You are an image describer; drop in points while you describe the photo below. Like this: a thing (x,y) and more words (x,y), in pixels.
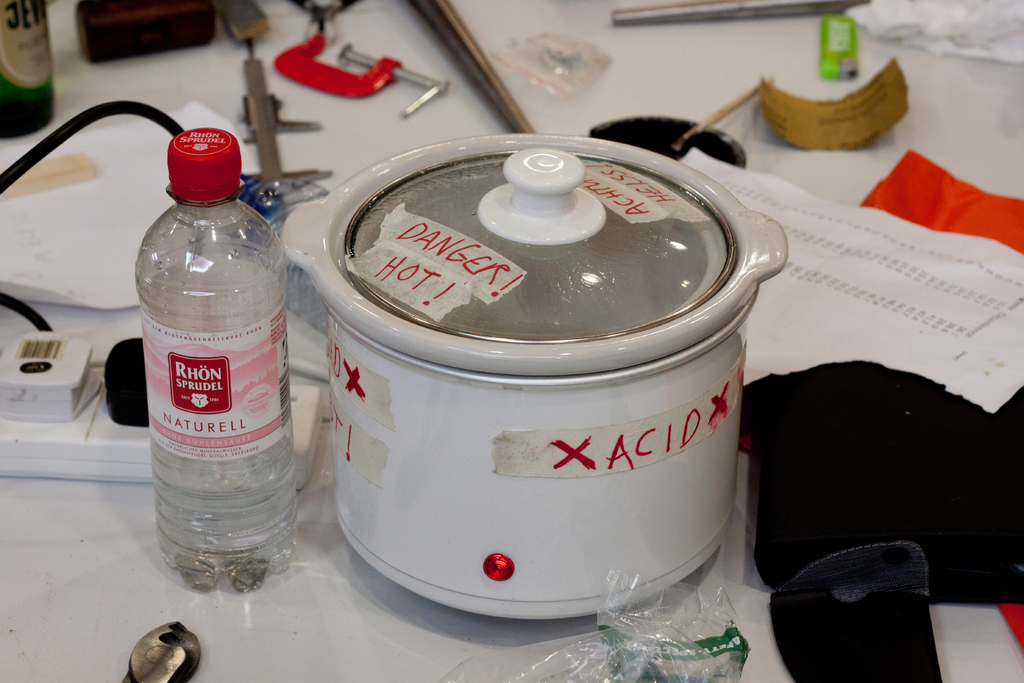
In this image some things are there on the table (63,50) like box (765,258), bottle (215,176), some papers (893,264), some switch board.
